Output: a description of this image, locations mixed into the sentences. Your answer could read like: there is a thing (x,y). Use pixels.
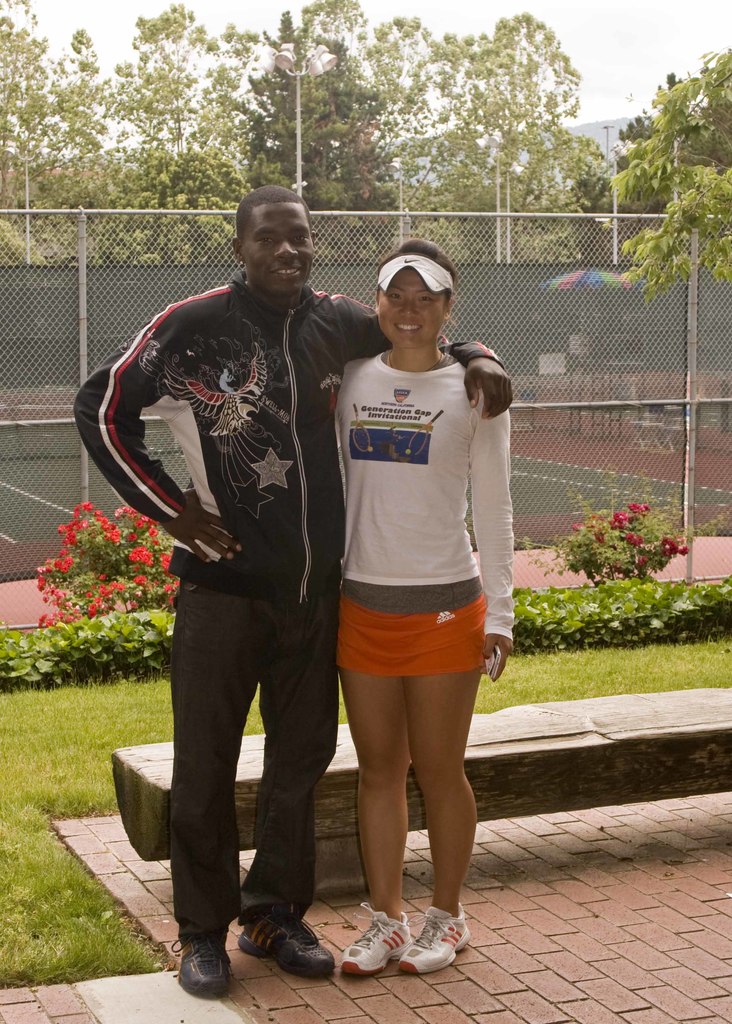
In this image we can see a man (291,911) and a woman (366,971) are standing on the floor (559,938). They are smiling. Here we can see a bench (422,789), grass (540,664), plants (661,618), flowers (654,560), mesh (613,267), poles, lights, and trees (652,178). In the background (437,24) there is sky (701,51).
